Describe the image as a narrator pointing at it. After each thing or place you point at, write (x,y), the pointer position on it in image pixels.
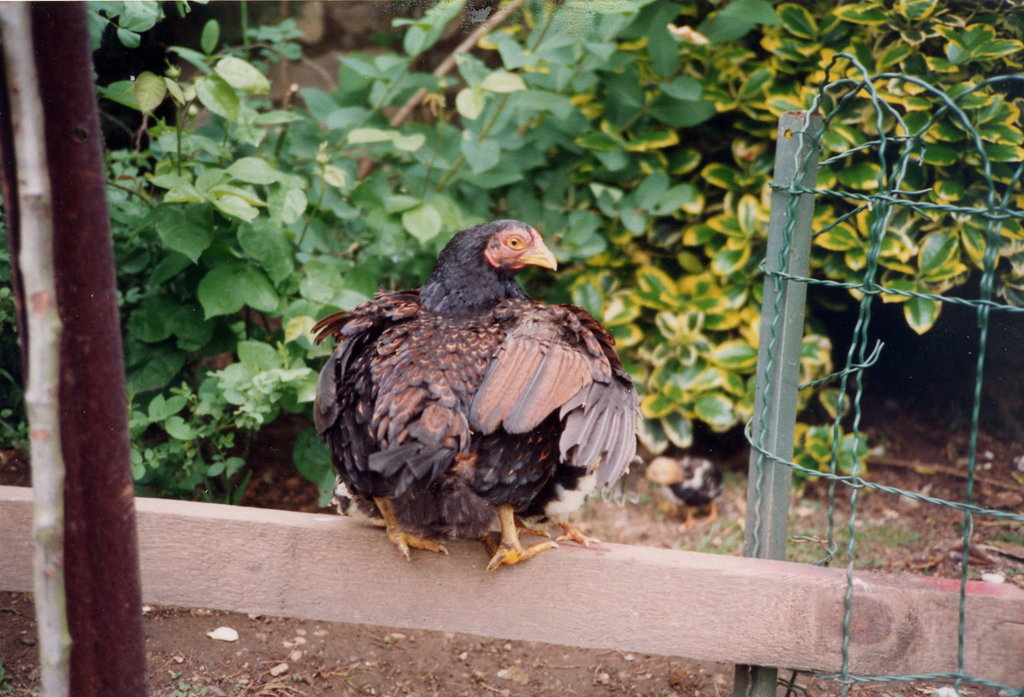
In this picture we can see a bird (563,347) on an object (914,631). We can see the wires (851,487), plants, rods (72,552) and other objects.
